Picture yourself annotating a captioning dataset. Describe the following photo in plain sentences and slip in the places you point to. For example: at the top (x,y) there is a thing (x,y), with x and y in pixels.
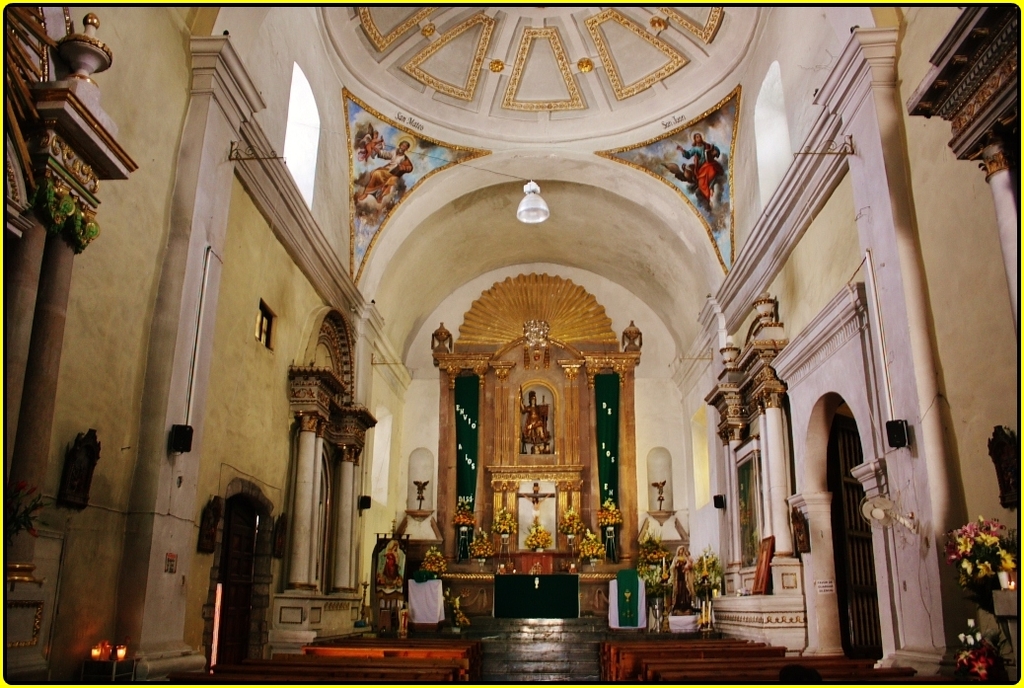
In the picture we can see an inside view of the church (974,254) with some light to the ceiling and some, saint paintings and to the wall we can see sculptures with a gold color around it and front of it we can see some flowers (647,564) are decorated and to the walls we can see some pillars (898,410).
